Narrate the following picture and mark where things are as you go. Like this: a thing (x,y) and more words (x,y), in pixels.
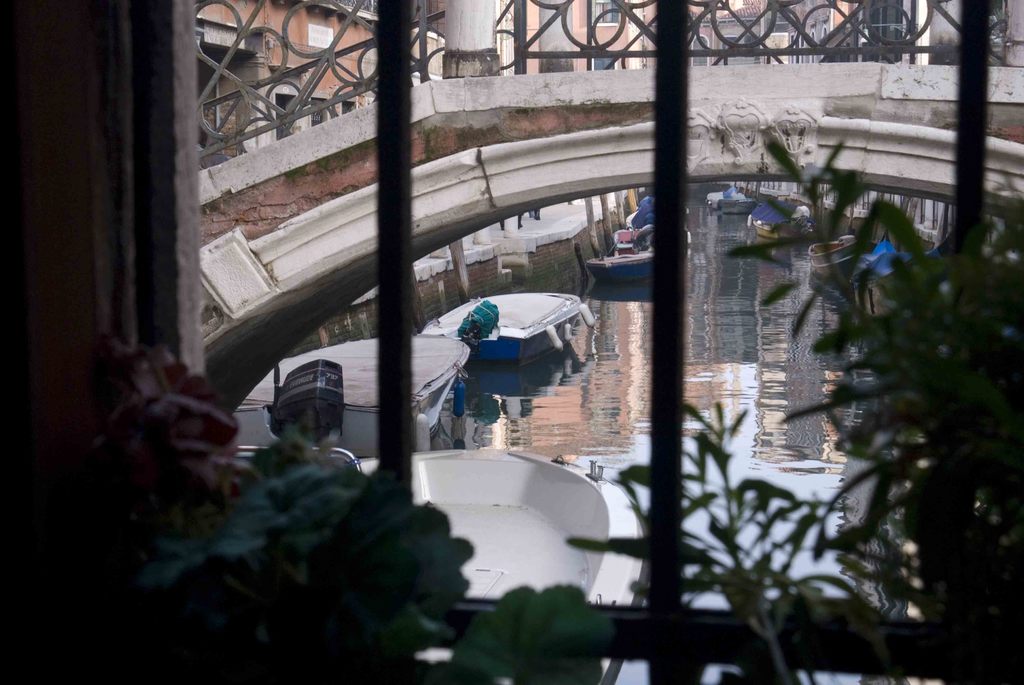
This picture seems to be clicked outside. In the foreground (574,642) we can see the plants (949,550) and the metal rods (661,54). In the center (507,299) there are some objects (433,376) and we can see the water (624,348). In the background (694,27) we can see the buildings (510,13), pillars (475,55) and guardrails (846,23).
